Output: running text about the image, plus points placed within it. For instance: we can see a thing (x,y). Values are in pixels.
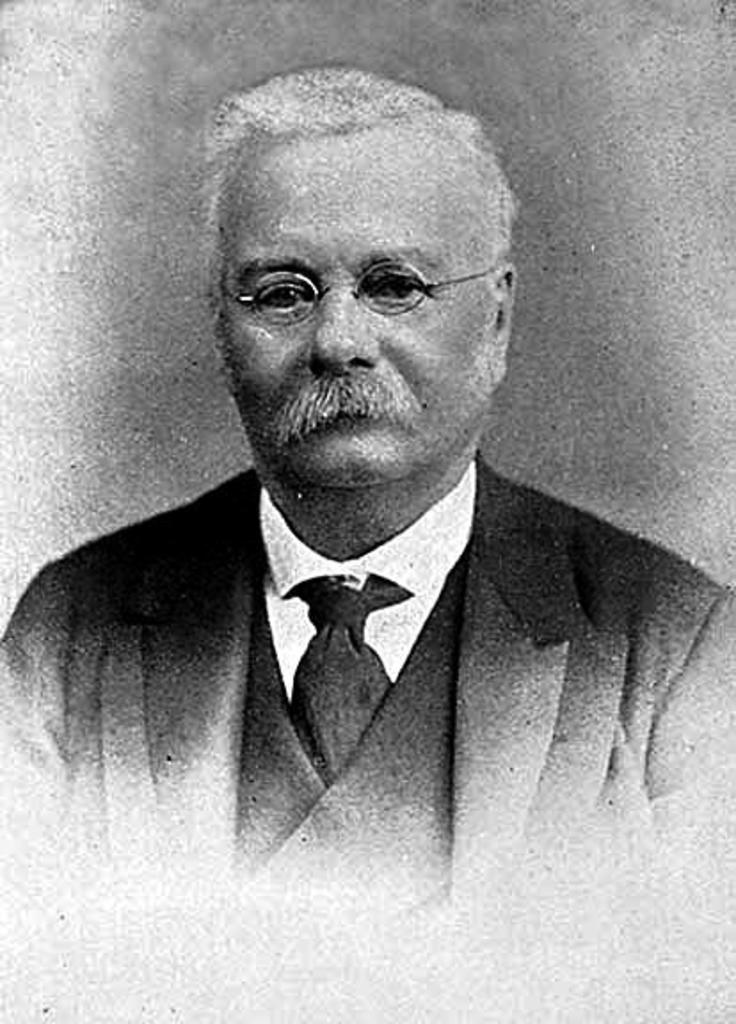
It is a black and white image. In this image there is a person (367,338) wearing a spectacle (388,285).
